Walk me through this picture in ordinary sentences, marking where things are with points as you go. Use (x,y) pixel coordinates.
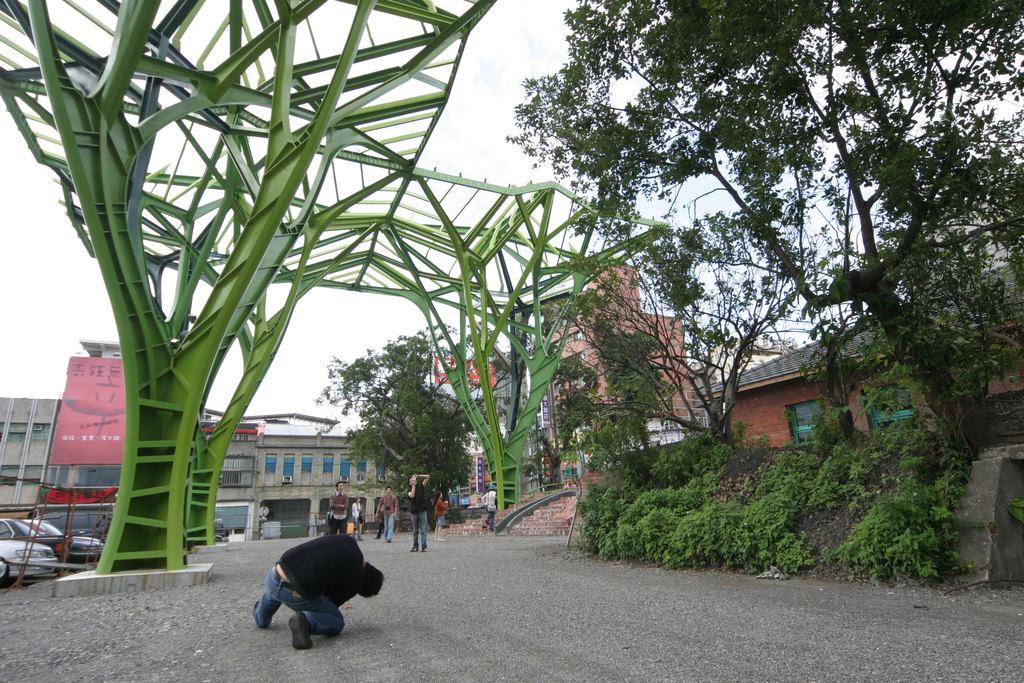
In this image we can see people (353,521). On the right (935,406) there are trees (651,419). On the left (215,503) we can see an arch (537,301). In the background (25,552) there are buildings (285,492) and there are cars (85,517). At the top (524,75) there is sky (472,58).
